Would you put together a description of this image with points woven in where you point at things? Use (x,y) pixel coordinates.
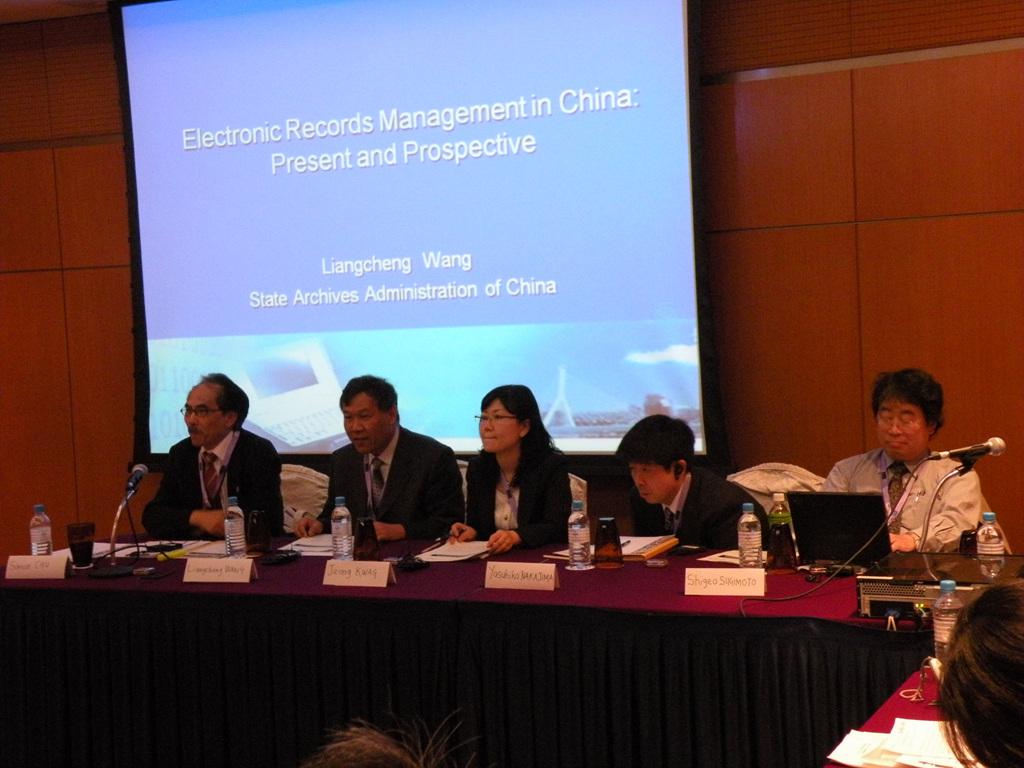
In this image we can see a group of people (874,489) are sitting on the chair (812,479), in front (666,589) here is the table (673,560), and laptop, here is the microphone (932,505), here is the bottle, and some objects (923,575) on it, here is the projector screen (555,243), here is the wall (858,148).
